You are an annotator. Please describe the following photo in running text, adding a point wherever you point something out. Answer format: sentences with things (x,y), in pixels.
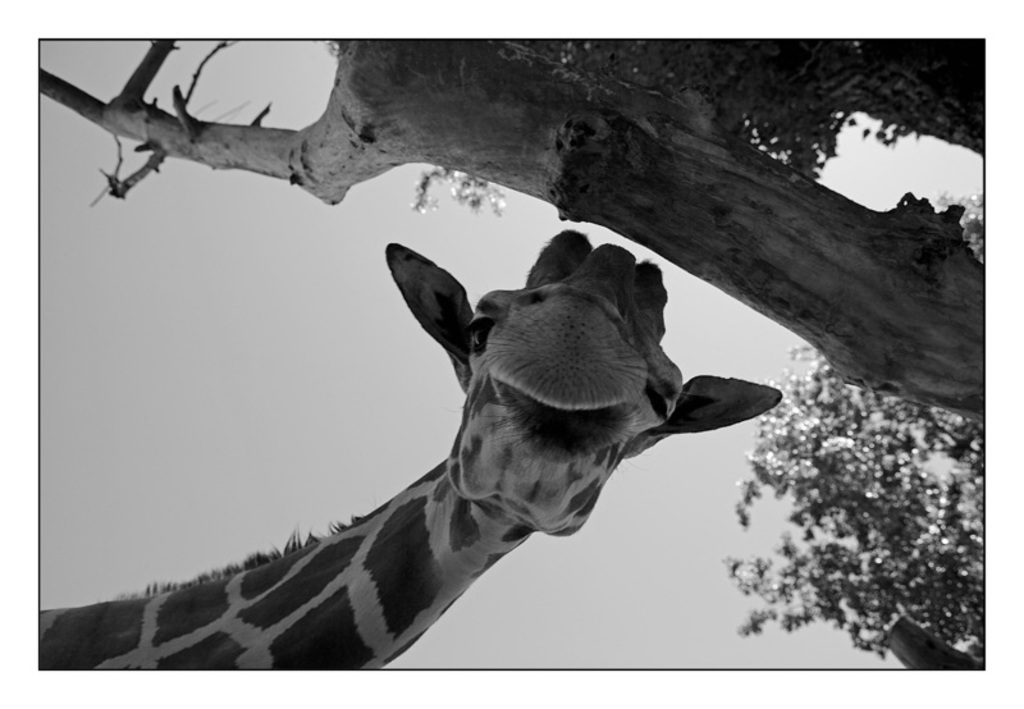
This is a black and white picture. In this picture we can see a giraffe (497,394). We can see a tree (834,415) and a branch (653,160) of a tree (668,55) on the right side (707,243).
